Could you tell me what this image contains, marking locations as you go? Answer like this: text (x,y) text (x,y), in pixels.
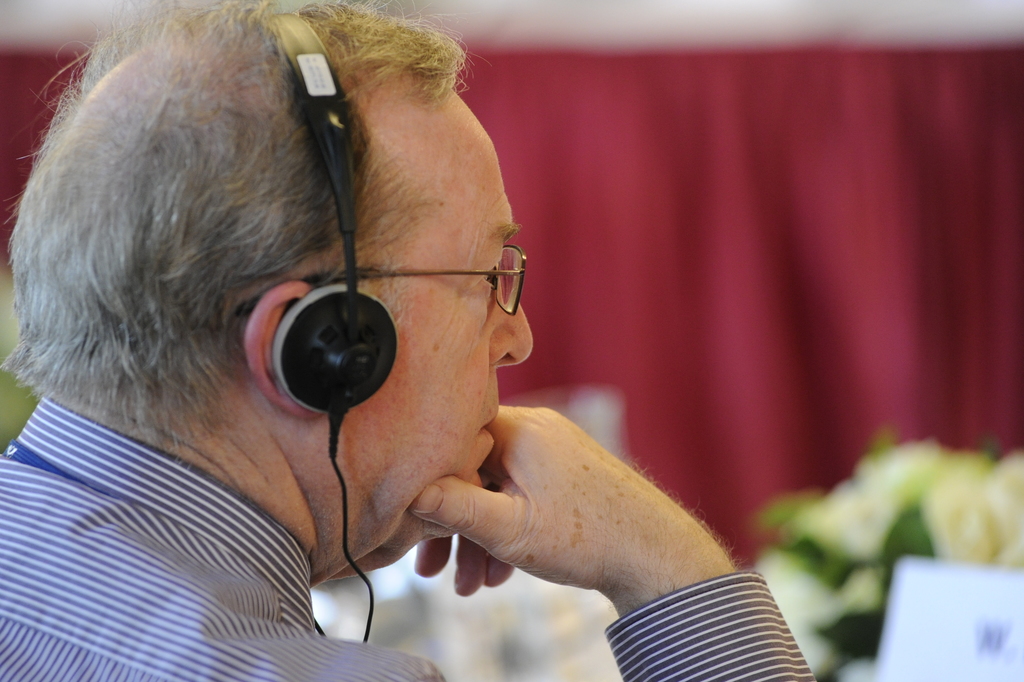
In this picture I can see a man (247,523) is wearing headphones (286,339), spectacles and a shirt (267,631). In the background (671,348) I can see red color curtains (785,242) and other objects (834,544).
